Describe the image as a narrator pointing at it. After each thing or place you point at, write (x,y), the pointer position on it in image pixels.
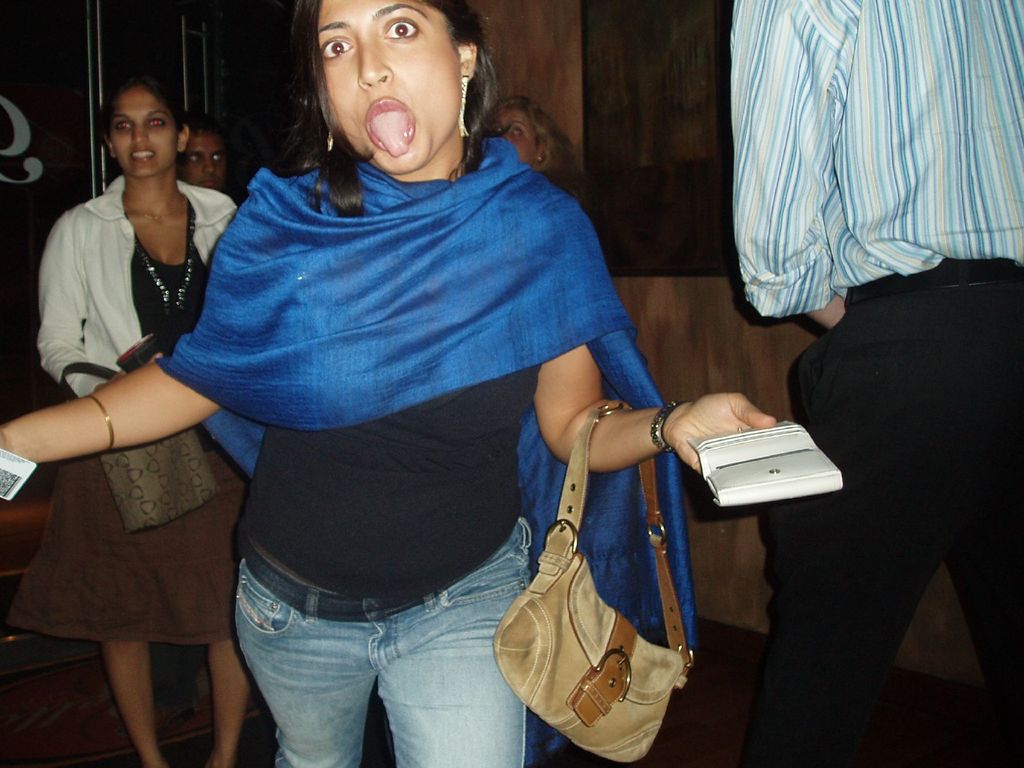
These persons (339,264) are standing. This person (378,308) holding bag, wallet (743,472). This person (98,498) holding bag (156,479). On the background (504,36) we can see wall (565,39). This is floor (697,708).
